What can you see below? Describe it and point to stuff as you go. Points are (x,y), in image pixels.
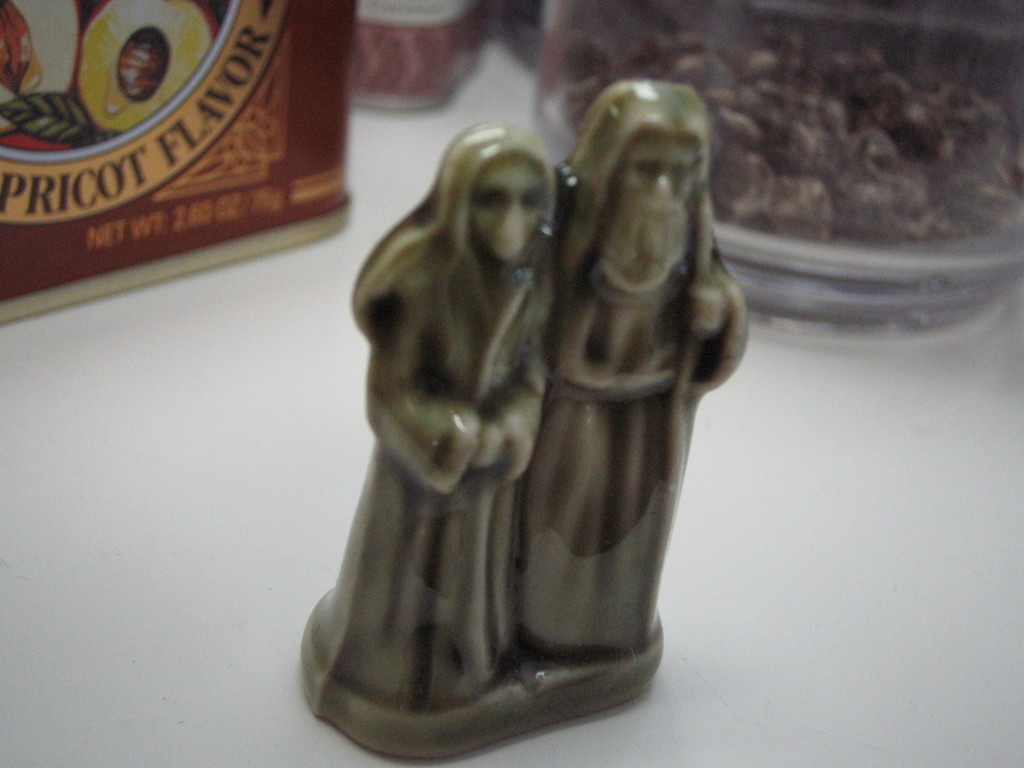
In the image there is statue (640,198) of two humans (499,305) on a table (83,738) with food bowls (807,139) behind it.
